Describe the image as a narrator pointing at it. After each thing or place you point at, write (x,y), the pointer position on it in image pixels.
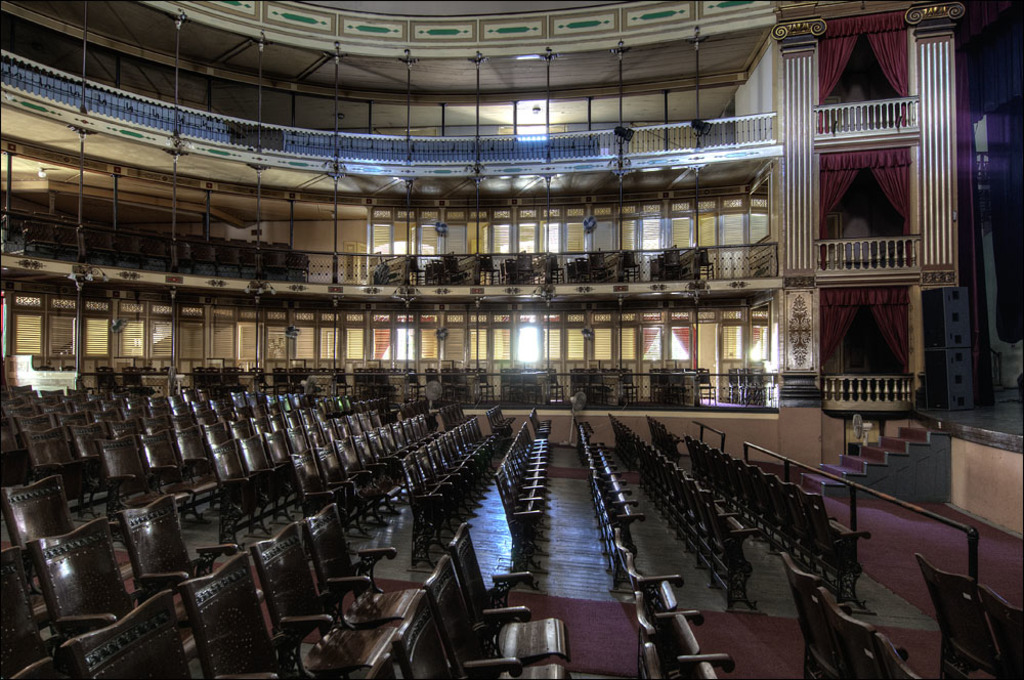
In this image I can see inside view of a building (824,432) and I can also see number of chairs (658,258). On the right side of the image (933,452) I can see stairs (894,450), a fan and number of curtains (963,71). In the background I can see number of fans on the wall (110,300).
